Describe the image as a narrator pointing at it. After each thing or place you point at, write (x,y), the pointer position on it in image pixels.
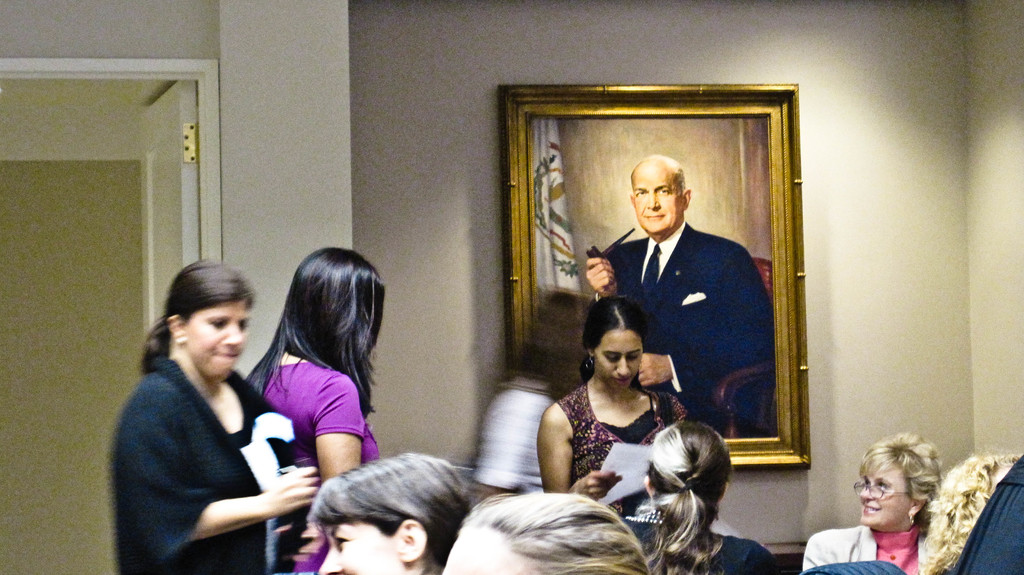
Here we can see people (656,504). This girl (597,484) is holding a paper (627,461). Picture (621,213) is on the wall (323,119). This is door (142,197). This woman (878,474) is looking at this girl (639,404).
